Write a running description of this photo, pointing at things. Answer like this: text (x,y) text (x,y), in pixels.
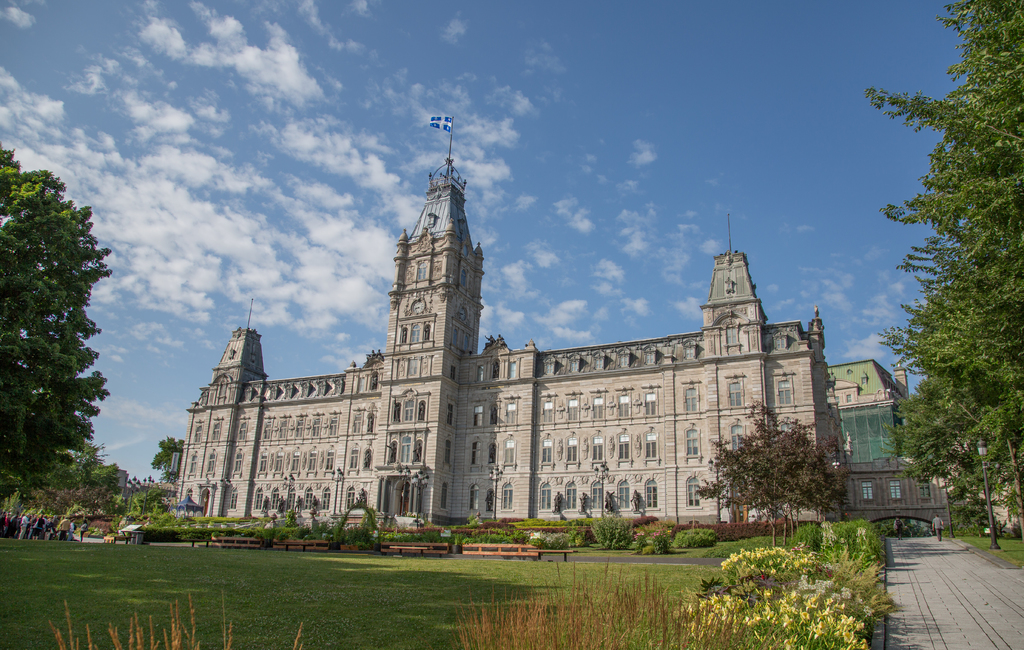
This picture is clicked outside. In the foreground (561,605) we can see the flowers (805,557), plants (787,559), green grass (136,569) and some objects (420,551) seems to be the benches (406,551). On the left (4,523) we can see the group of persons (64,526). On the right (896,530) we can see the two persons (941,523) seems to be walking on the pavement (940,576) and we can see the trees (749,439), buildings (451,441), a flag (448,119) and some other objects (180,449). In the background (301,247) we can see the sky (159,258), clouds (133,270) and some other objects (137,488).
